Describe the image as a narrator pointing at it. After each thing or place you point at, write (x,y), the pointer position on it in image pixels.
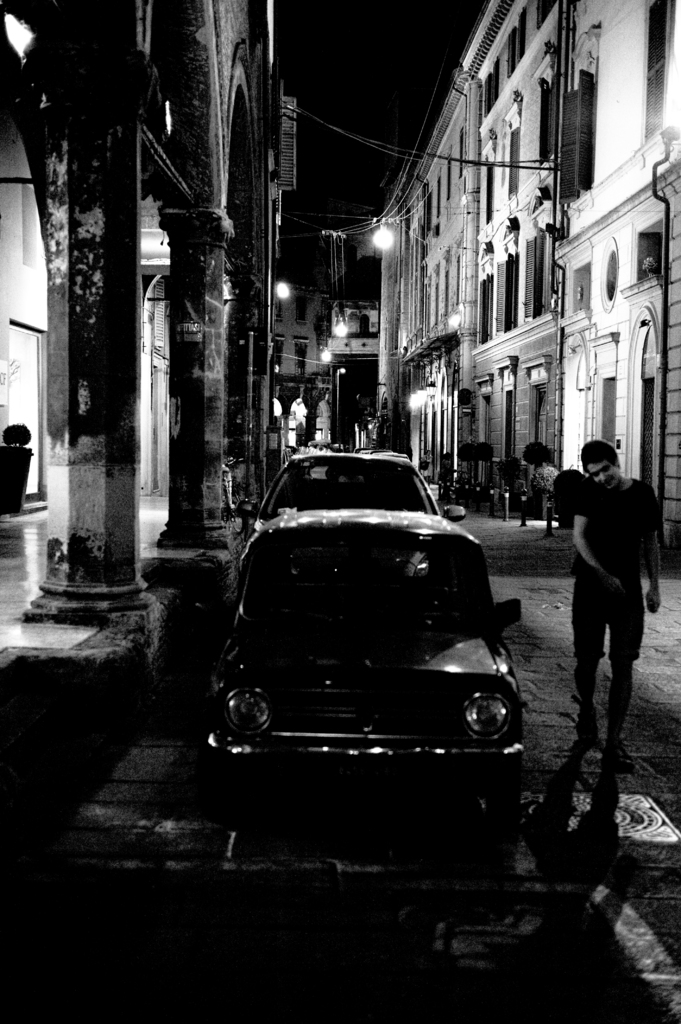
As we can see in the image there are buildings (479,201), lights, cars (415,707), few people (656,582) here and there and sky (350,131). The image is little dark.
